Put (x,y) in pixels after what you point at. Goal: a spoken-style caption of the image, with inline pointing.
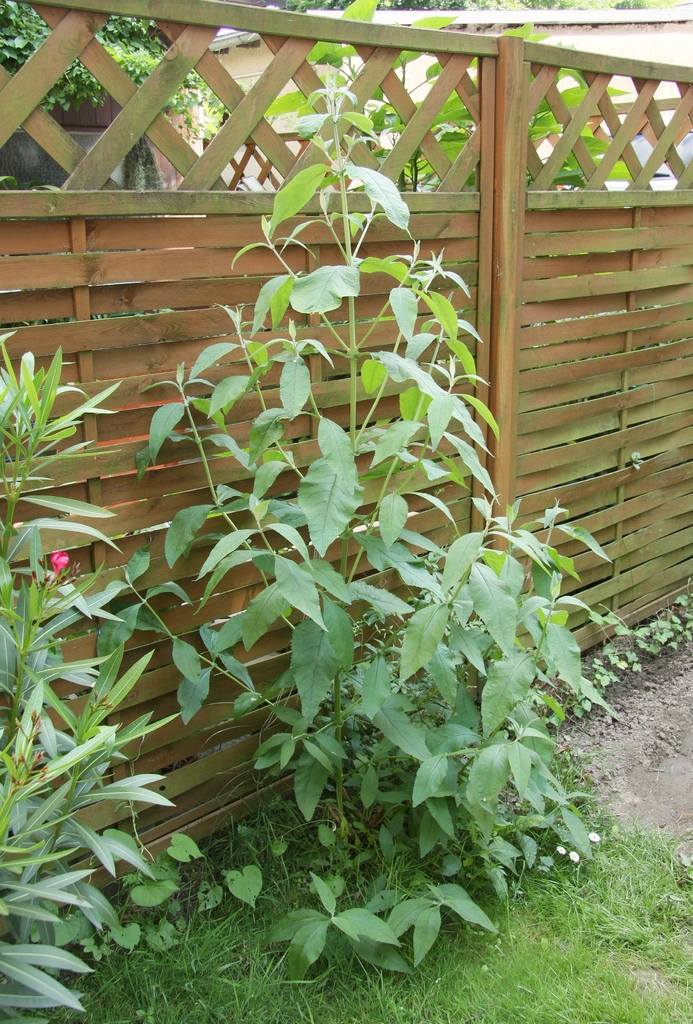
In this picture I can see grass (498,1006), plants (496,560), there is wooden fence (32,235), and in the background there are trees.
